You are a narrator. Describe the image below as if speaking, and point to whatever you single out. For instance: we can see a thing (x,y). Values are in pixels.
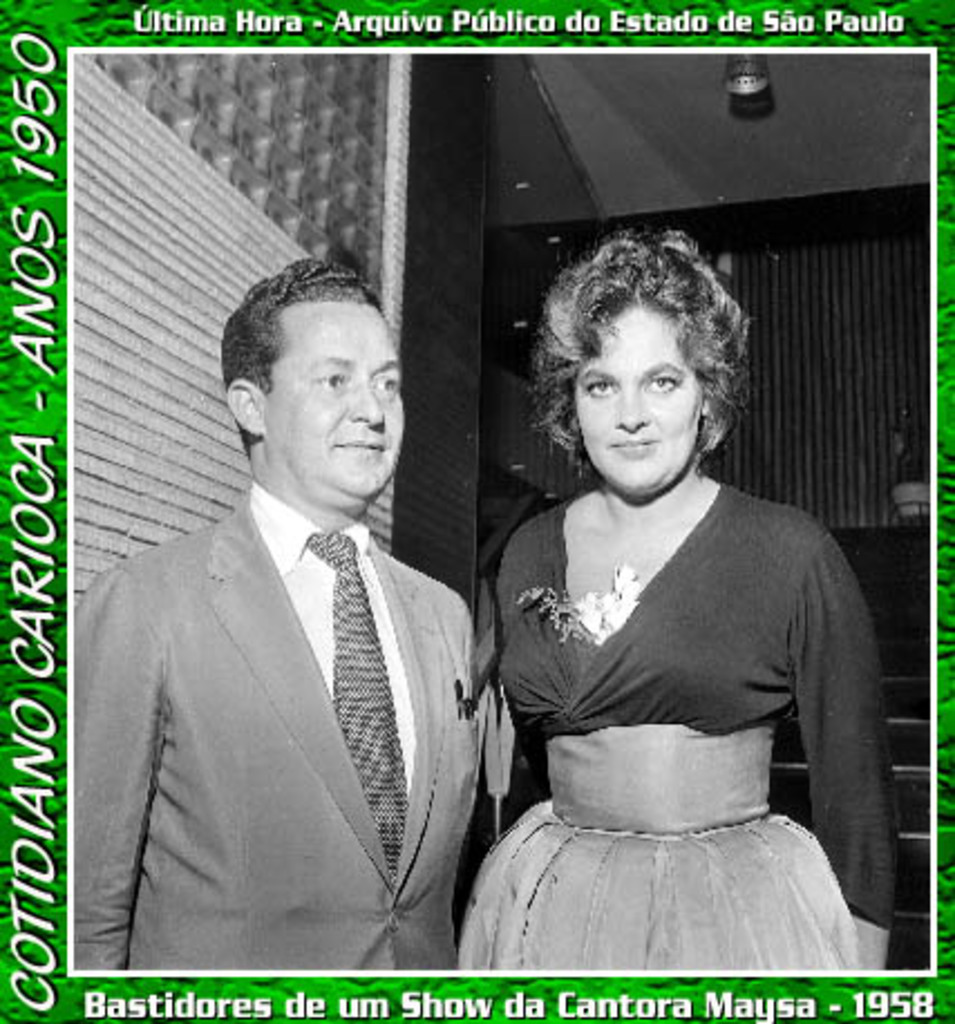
This is a black and white image. In this image we can see a man (460,680) and a woman (528,631) standing. On the backside (745,87) we can see a wall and a roof (754,151) with a ceiling light (749,67). We can also see the borders (68,988) with some text (51,52).
